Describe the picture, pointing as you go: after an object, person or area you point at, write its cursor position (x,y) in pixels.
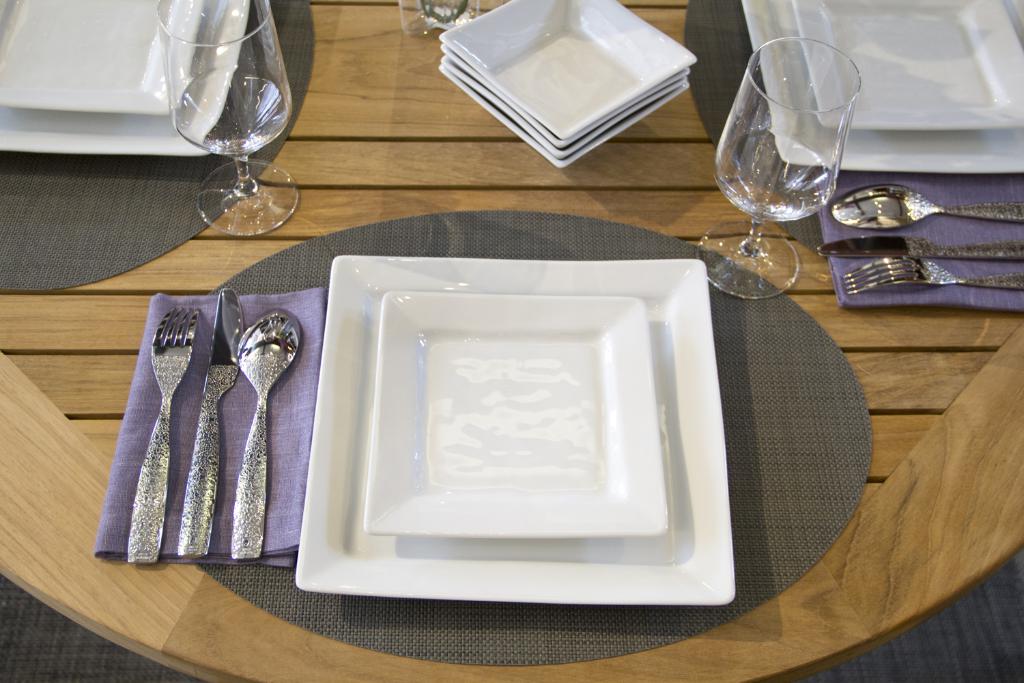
On this table (827,321) there are bowls (566,102), glasses (284,130), spoon (885,190), knife (895,239), fork (908,276), mat (802,335) and plates (799,8).
